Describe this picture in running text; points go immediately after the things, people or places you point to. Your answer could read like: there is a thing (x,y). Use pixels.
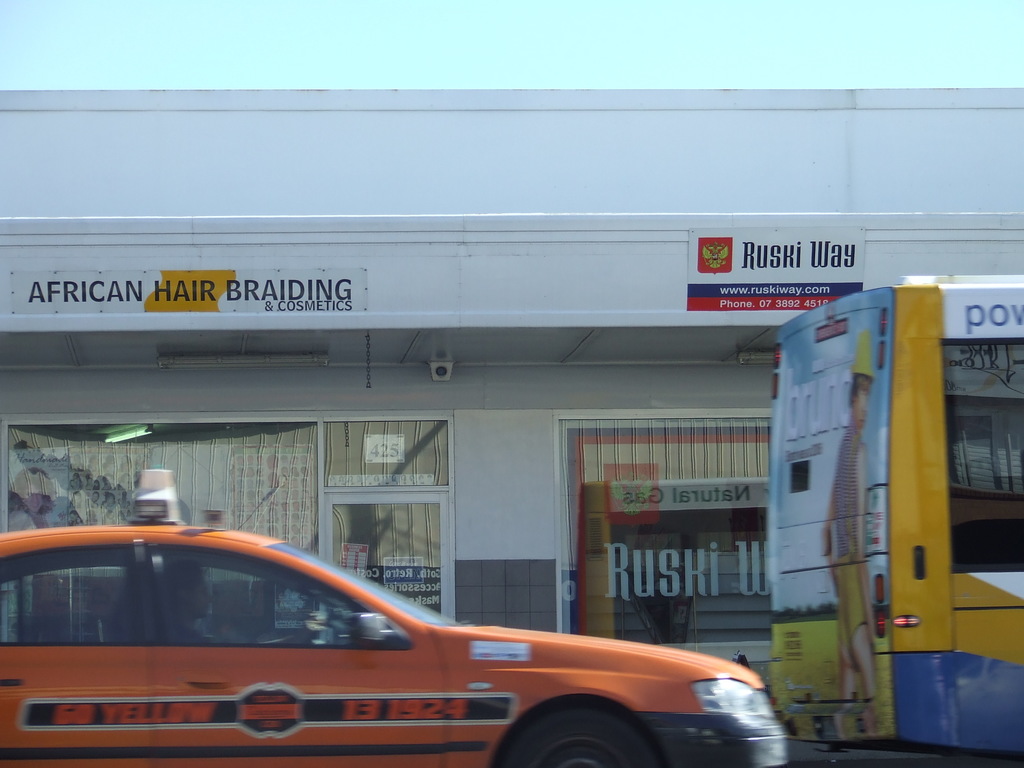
In this picture we can see there are vehicles (533,725) and behind the vehicles (535,631) there is a building (522,539) with glass doors (649,499), name boards (175,285), CCTV camera (440,373) and a light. Behind the building (544,219), it looks like the sky (625,66).
